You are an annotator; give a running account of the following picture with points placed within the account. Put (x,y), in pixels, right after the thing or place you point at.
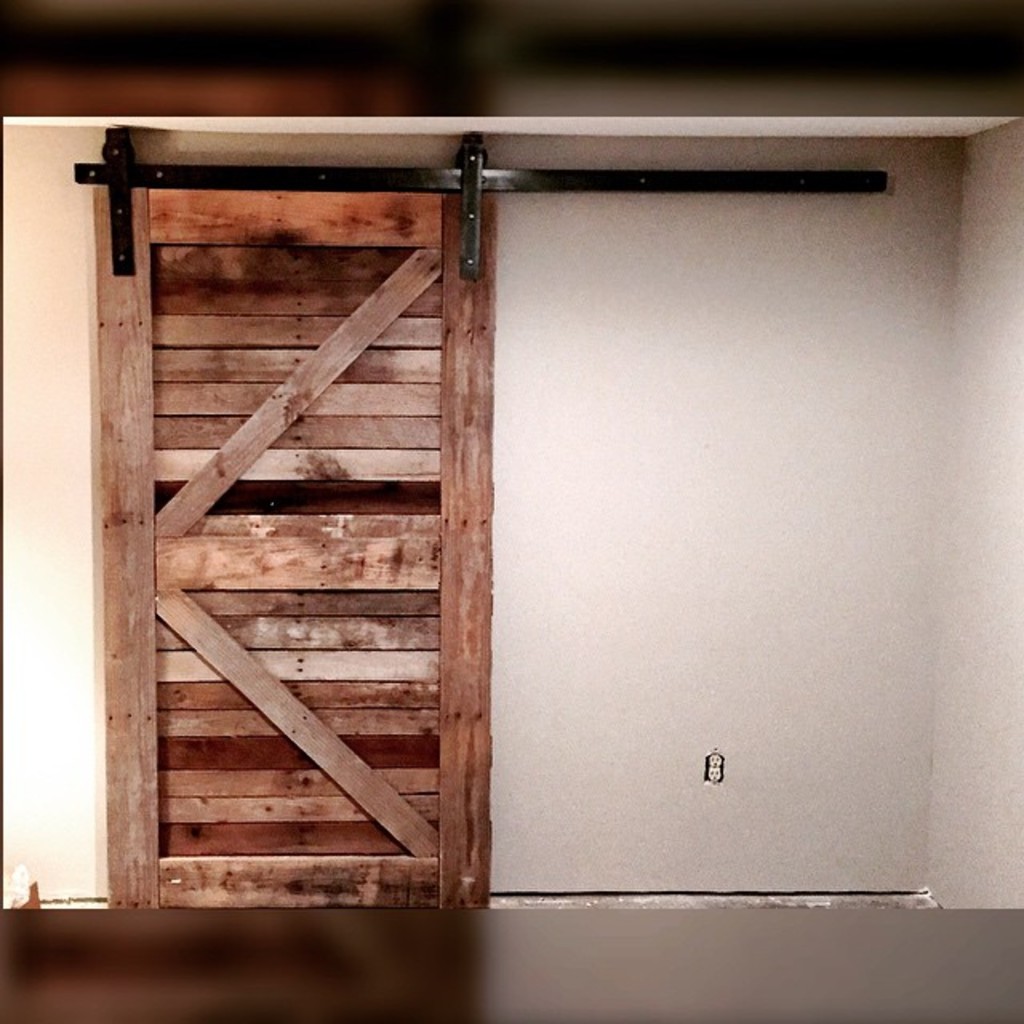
In the image there is a wooden door (339,442) on the wall (817,596).
